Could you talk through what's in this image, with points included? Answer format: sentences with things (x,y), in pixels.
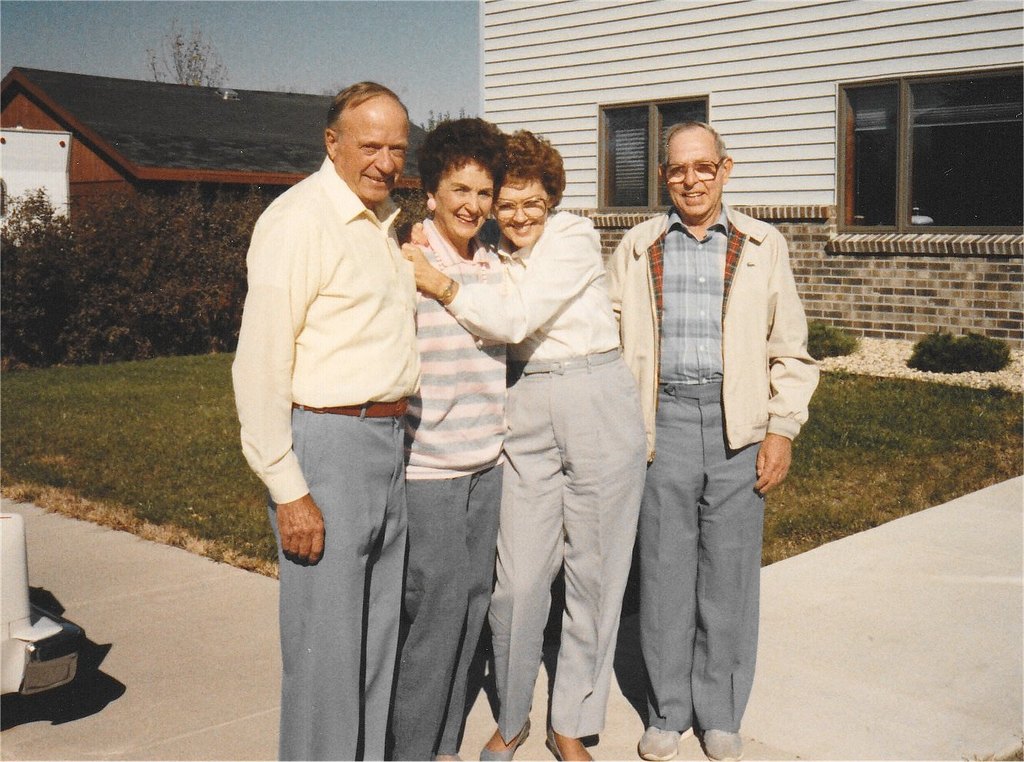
In this image I can see group of people (275,348) standing. In the background (124,219) I can see few plants (92,220), buildings (301,123) and the sky (345,17) is in white and blue color.
